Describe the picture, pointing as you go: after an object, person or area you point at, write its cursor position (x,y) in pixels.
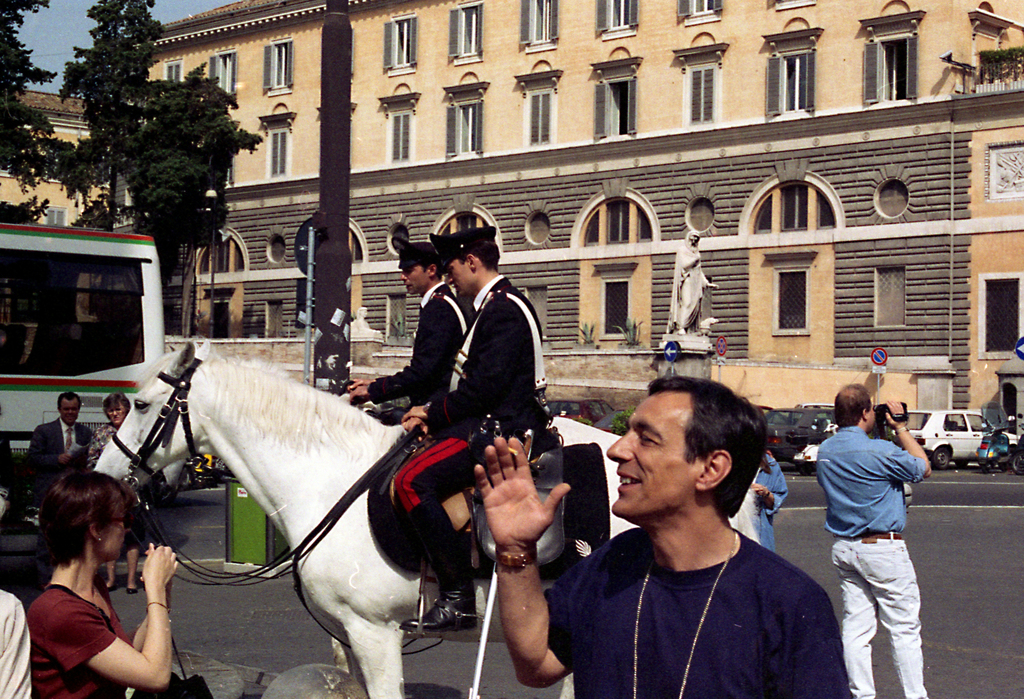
There is a horse (275,465) and a man (440,425) is sitting on a horse (376,459) who is having a cap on his head (492,259). And there is a bus (95,329) and in the background (550,153) there is a building (562,178) which has windows (614,116). There is a statue (683,269) in the background (690,253) and sign board (877,366). There are different types of cars (919,415) in the right corner (949,425). A man (836,479) is standing on a road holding a camera (879,417) in his hand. There is a woman (91,623) standing and holding a bag (196,690) in her hand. There is another man (428,330) who is riding horse (316,478).
